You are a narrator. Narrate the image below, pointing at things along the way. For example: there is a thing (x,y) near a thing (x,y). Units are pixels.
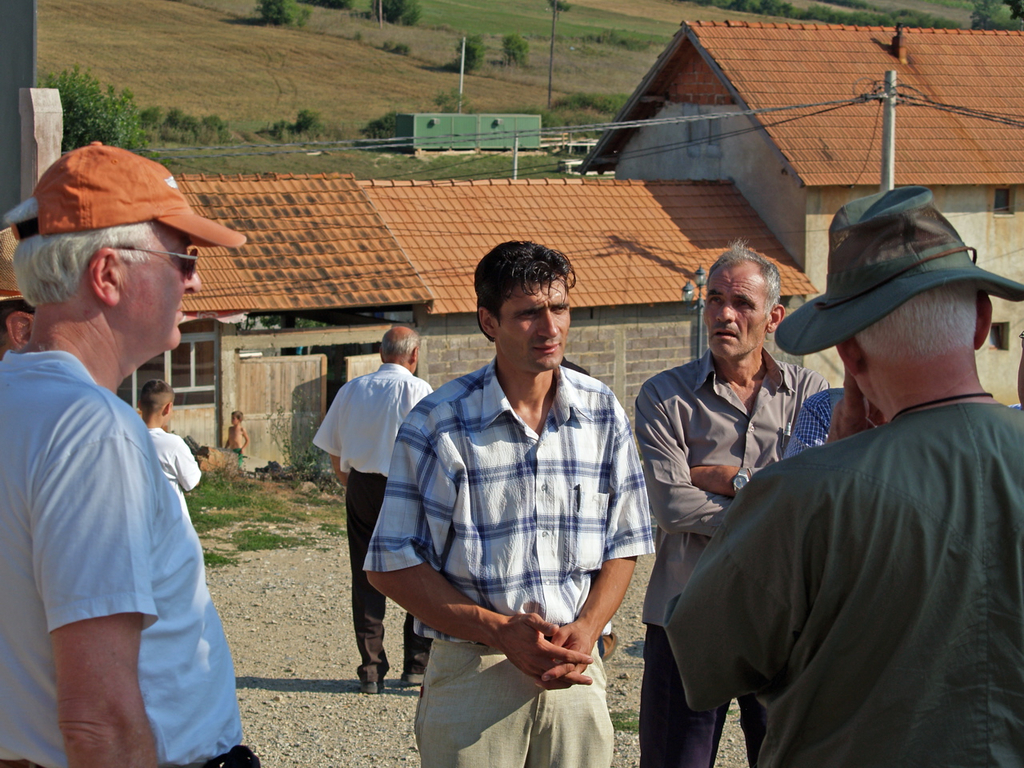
In the image there are few men (440,560) standing in the foreground (649,659) and behind them there is some building (648,144) and in the background (138,96) there are trees (79,96), plants (386,49) and empty land (453,41).
